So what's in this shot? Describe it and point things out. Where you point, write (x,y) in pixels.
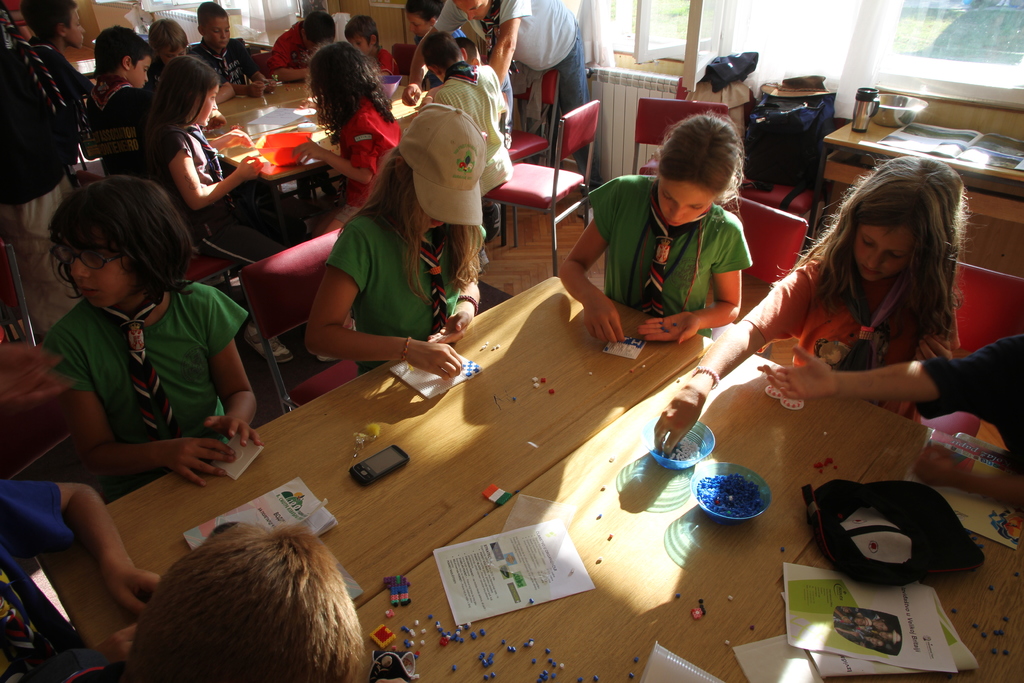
In this picture I can see there are group of children (129,638) sitting at the table (331,429) and they are holding decorative items (735,485) placed in bowls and there are few papers (460,590), mobile phone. In the backdrop (270,93) there is another group of children (437,74) sitting and there is a window (956,42) on to right side (929,19).
